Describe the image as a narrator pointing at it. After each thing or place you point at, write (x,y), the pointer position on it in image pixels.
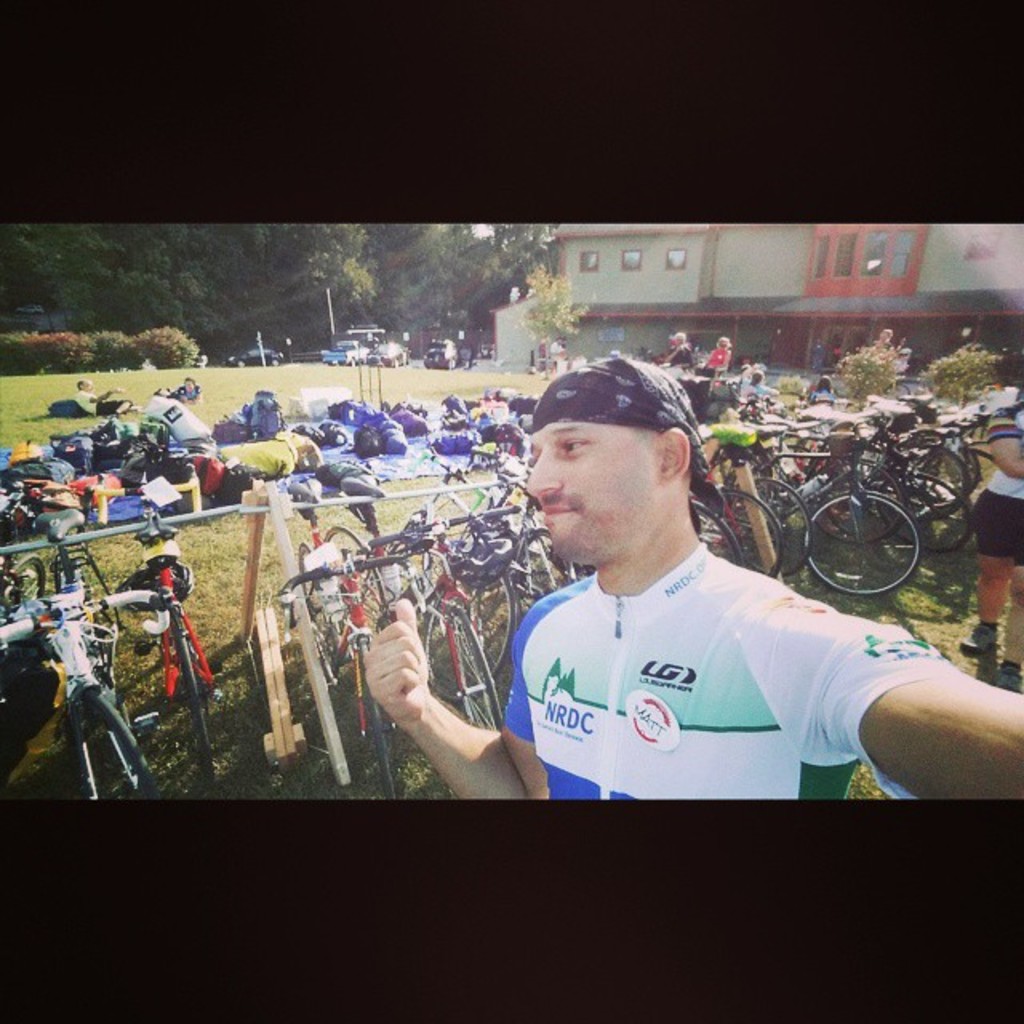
In the center of the image (647,661) we can see one person (732,685) is standing and he is smiling. In the background (728,295), we can see trees (186,314), one building (724,320), vehicles (364,347), plants (560,292), grass (212,649), bags (468,413), cycles (90,611), few people (1022,438) are standing and a few other objects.
